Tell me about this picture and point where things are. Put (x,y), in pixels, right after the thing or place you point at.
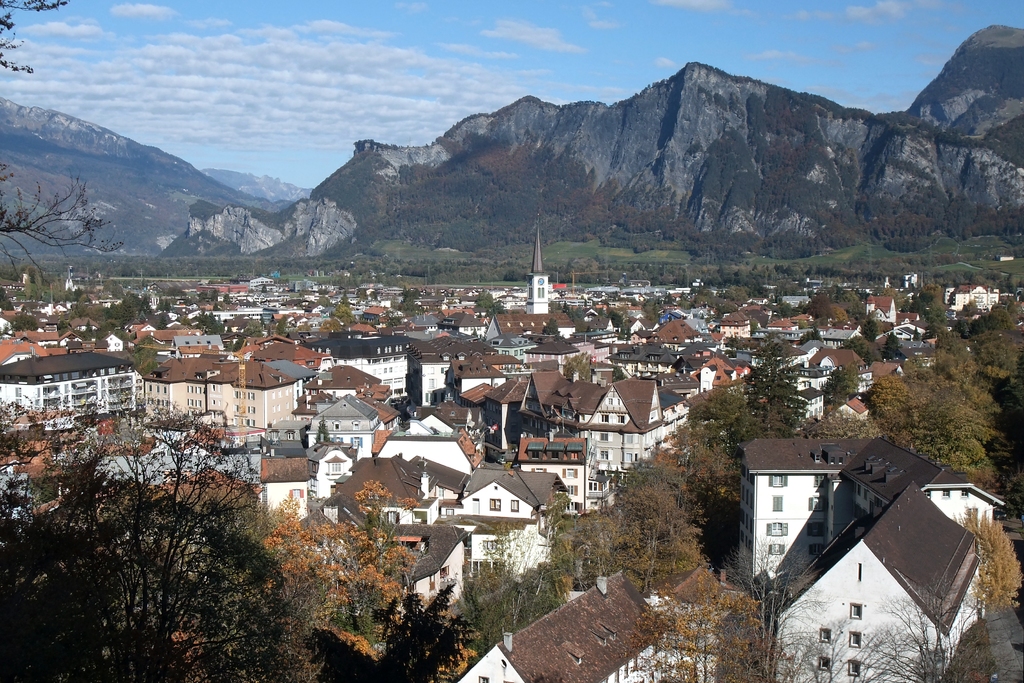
This image consists of many houses (853,507) and trees (215,546). In the background (529,210), we can see mountains (574,218) along with trees (560,235) and plants (385,184). At the top (340,86), there are clouds (350,84) in the sky (386,64). It look like the picture is clicked from top view.
